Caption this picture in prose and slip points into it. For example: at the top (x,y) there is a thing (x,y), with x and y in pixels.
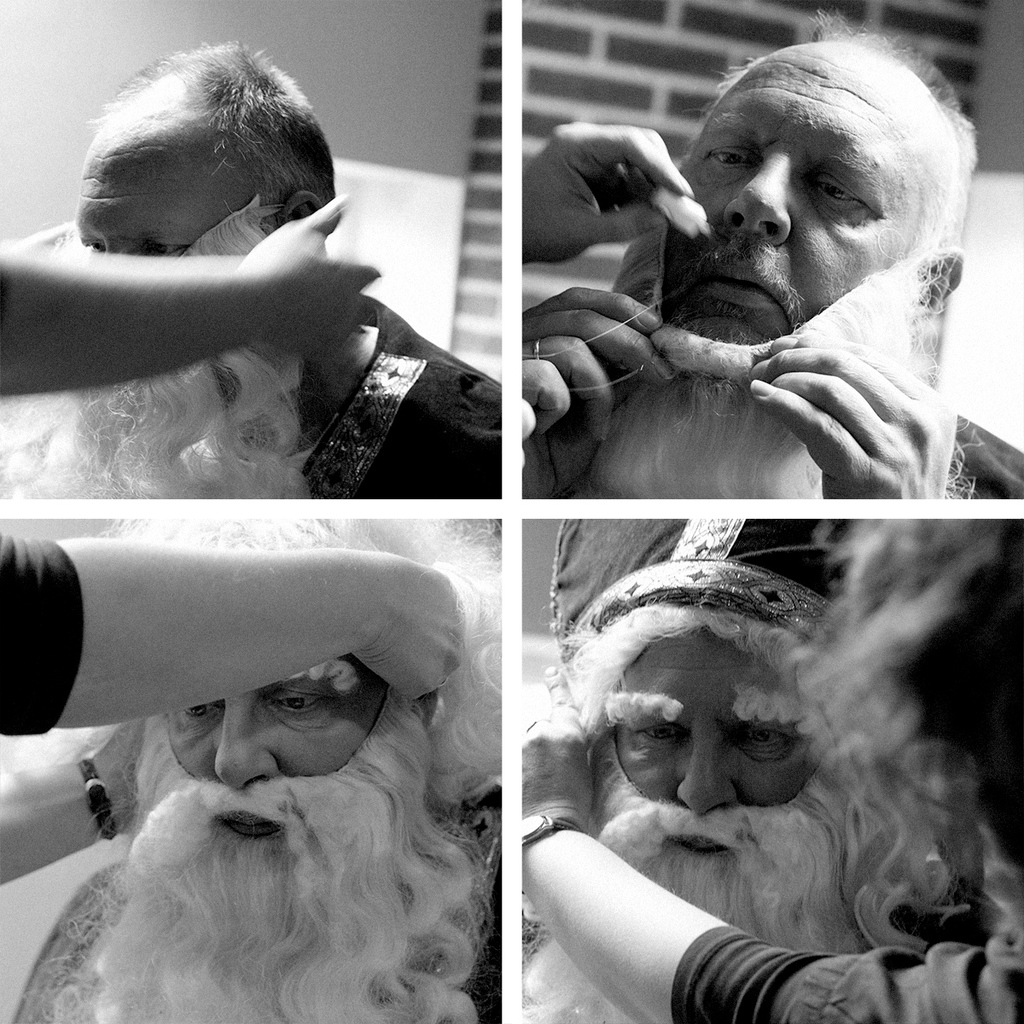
This is black and white collage image, in this image there is a man (699,288) wearing getup (634,620).
